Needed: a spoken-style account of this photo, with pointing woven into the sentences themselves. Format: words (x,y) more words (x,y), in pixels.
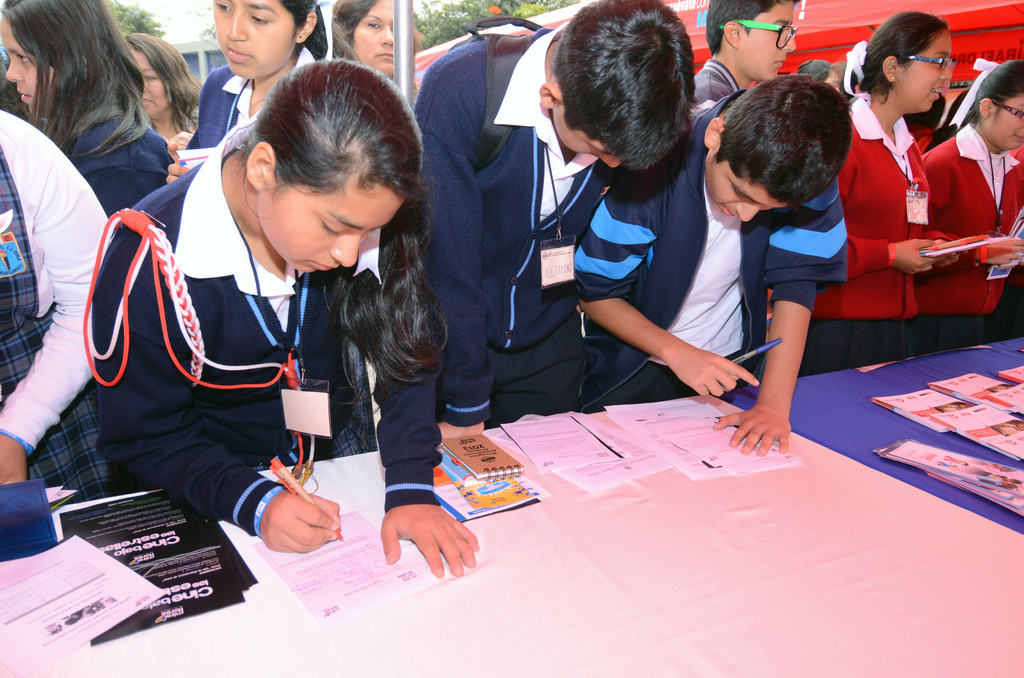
In the image there are many boys (605,221) and girls (837,318) in school uniform (1009,309) holding books (447,446) and pens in front of table (446,653) and signing on papers (610,472) and in the background (462,21) there are trees (486,9).
